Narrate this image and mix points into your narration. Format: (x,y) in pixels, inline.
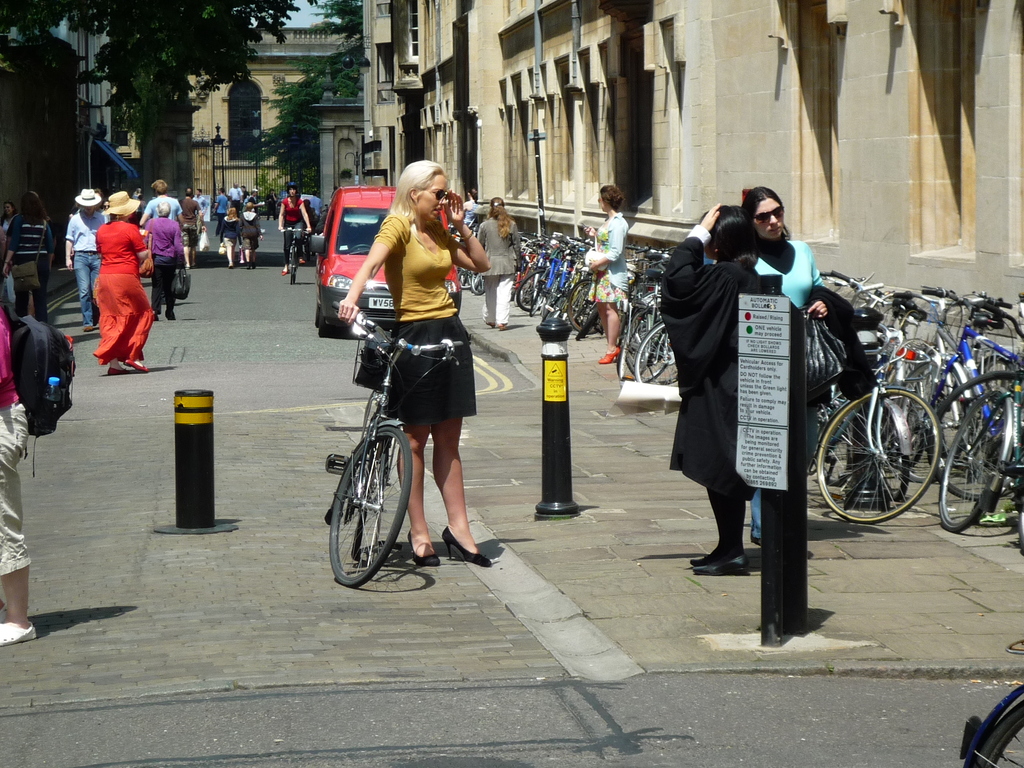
The image is clicked in the city, There are many persons (793,258) in the image. The woman (473,268) in the middle (418,495) is wearing yellow dress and black skirt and holding her bicycle (358,447). In the back (363,219) there is a red car (355,231), trees (317,182) and buildings (409,95). To the left (26,324) the person (25,348) is wearing a backpack (48,359). To the right (998,378) there are many cycles (1008,400) parked.
